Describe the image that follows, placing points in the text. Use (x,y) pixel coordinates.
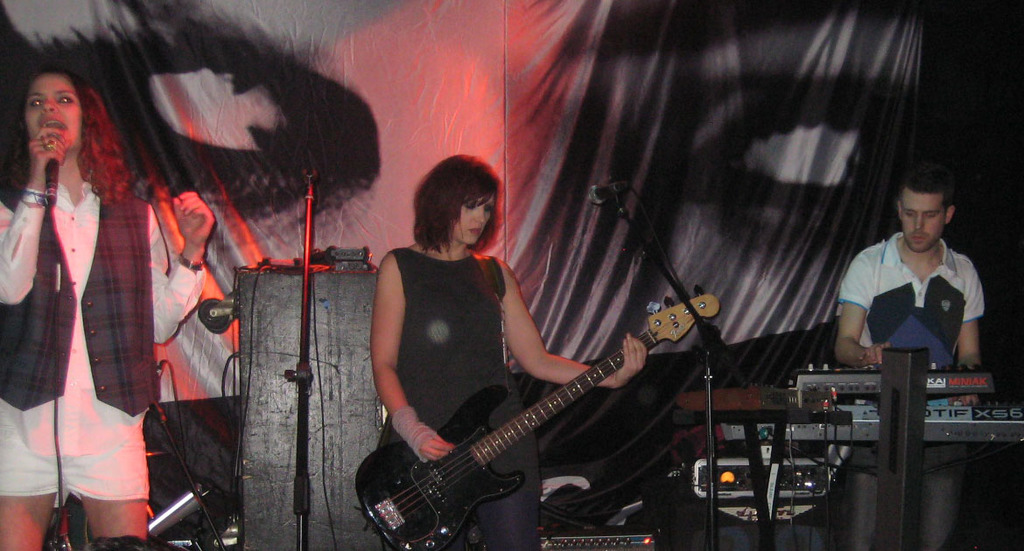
In this picture we can see three people (91,282), guitar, mics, devices (773,425), cables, cloth (480,62) and some objects (293,335).
